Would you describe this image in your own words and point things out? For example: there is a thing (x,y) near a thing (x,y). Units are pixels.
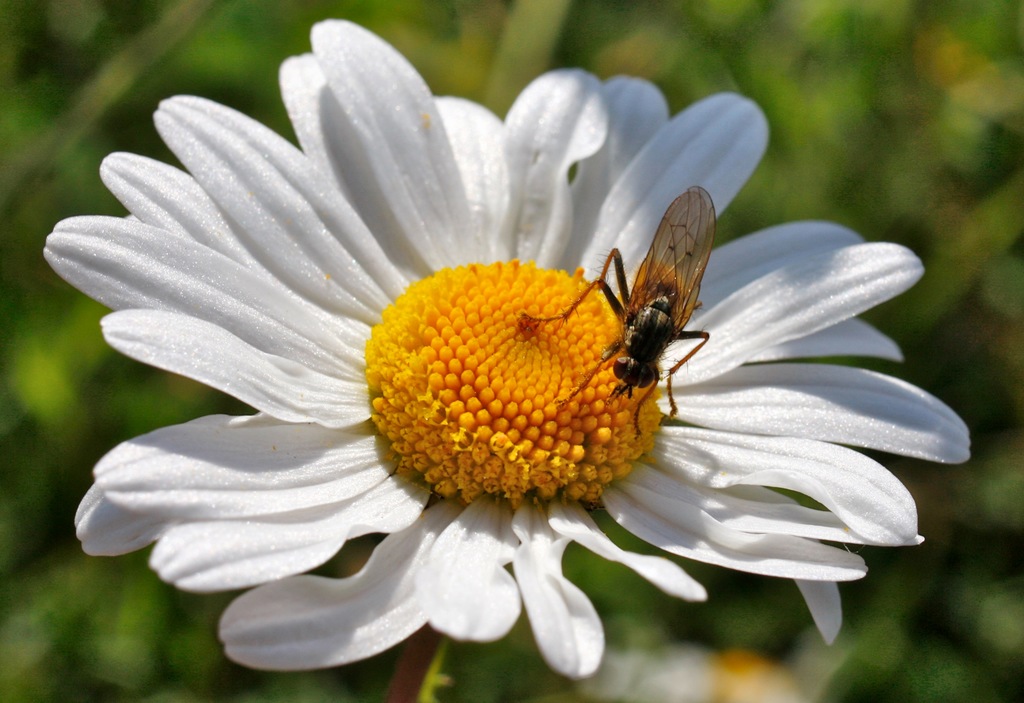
In the image we can see a flower (764,277), on the flower (635,216) there is a insect (675,203). Background of the image (725,19) is blur.
